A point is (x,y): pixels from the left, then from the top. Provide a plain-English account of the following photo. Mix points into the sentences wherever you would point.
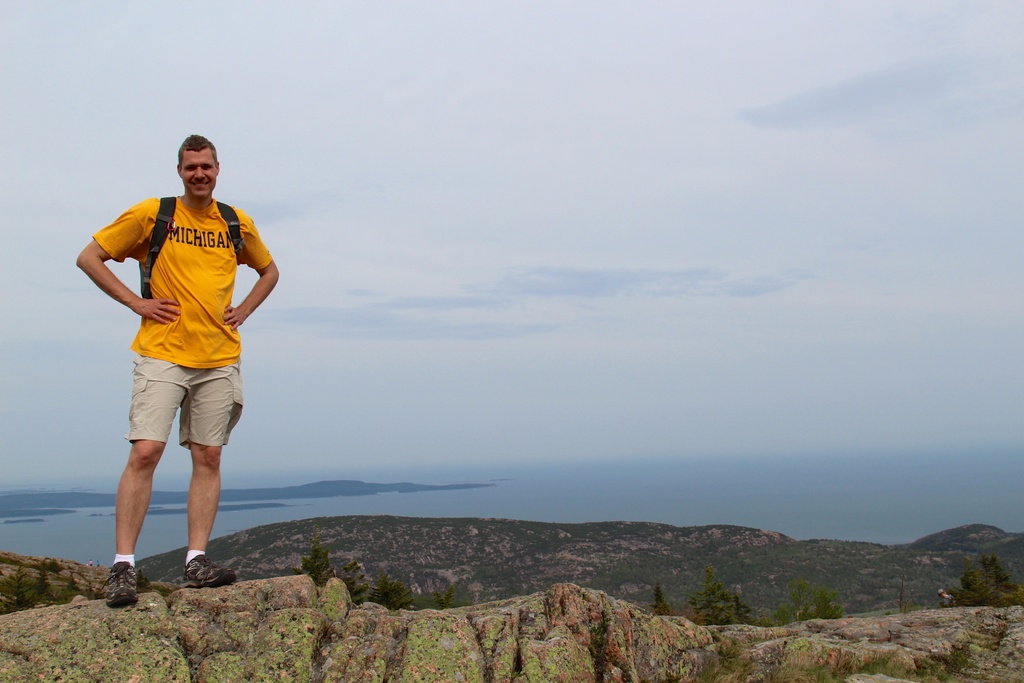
In this image there is a person (201,349) standing with a smile on his face (211,179), behind him there are mountains (516,555) sea (584,460) and sky (600,243).
